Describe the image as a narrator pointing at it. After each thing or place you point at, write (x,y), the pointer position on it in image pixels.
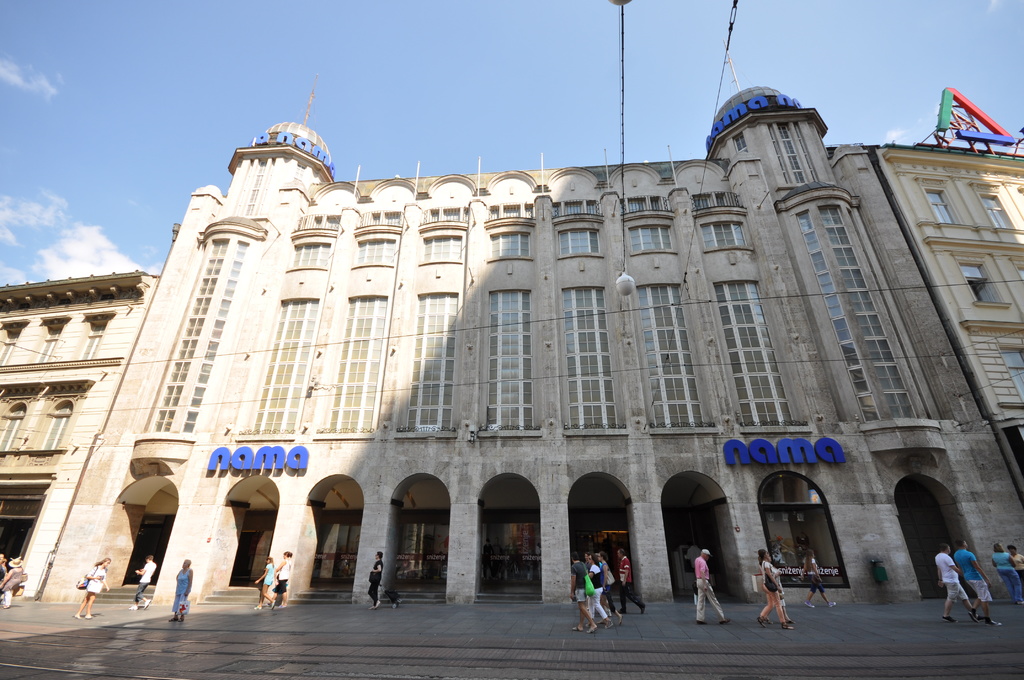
In the center of the image (387,312) we can see the sky (279,56), clouds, buildings (321,347), windows (755,335), pillars (659,574) with arches (615,596), few people (706,584) are walking, few people (596,594) are holding some objects (694,596) and a few other objects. And we can see some text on one of the buildings (596,393).
